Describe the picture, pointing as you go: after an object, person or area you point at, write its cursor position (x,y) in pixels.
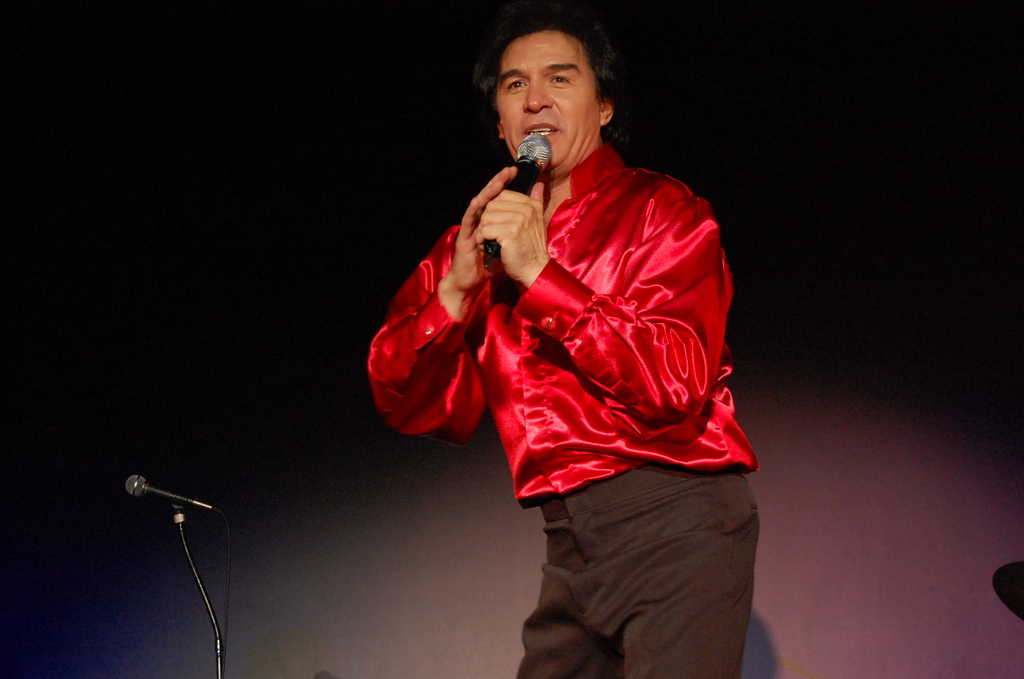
In this image I can see a man (615,439) wearing red color shirt (613,339), standing and holding a mike (535,168) in his hand (528,206). It seems like he is also singing a song. On the left side (207,600) there is a mike stand (182,524).
